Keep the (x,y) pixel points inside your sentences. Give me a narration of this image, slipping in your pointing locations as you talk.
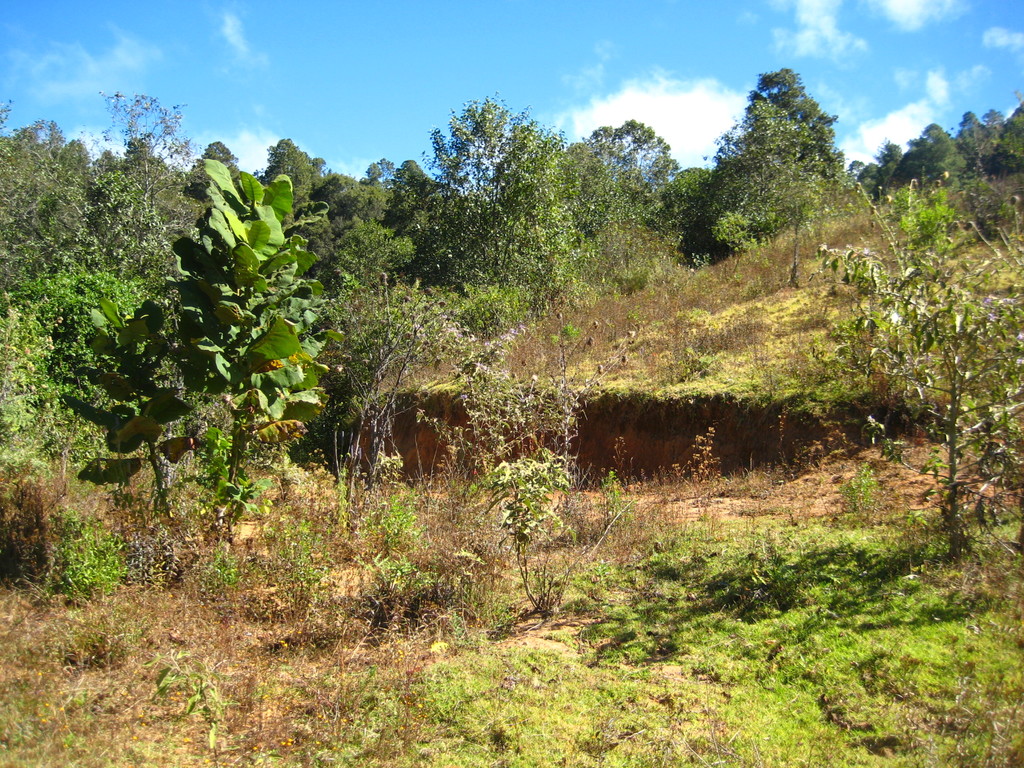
In this picture we can see trees (916,245) and in the background (906,52) we can see the sky (582,97) with clouds (59,75).
